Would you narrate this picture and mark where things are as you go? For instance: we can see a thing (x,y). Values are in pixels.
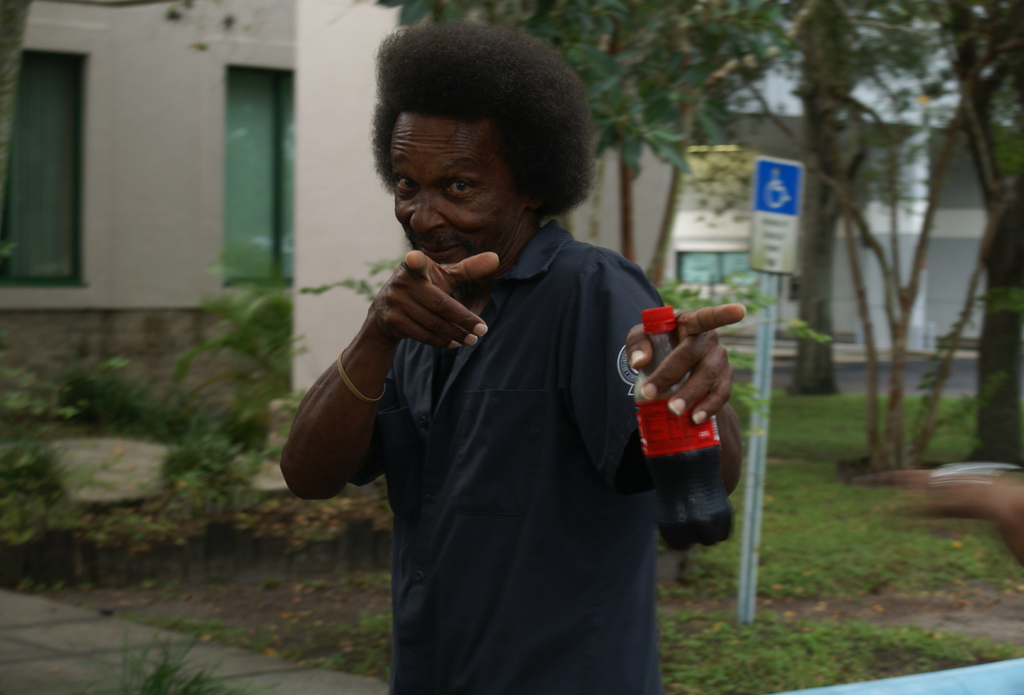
This picture shows a man (515,300) standing and holding a bottle (694,461) in his hand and we see a sign board (765,266) to the pole (765,326) and we see trees (685,118) and buildings (259,163) and few plants (265,405) and grass (686,580) on the ground (826,618).
